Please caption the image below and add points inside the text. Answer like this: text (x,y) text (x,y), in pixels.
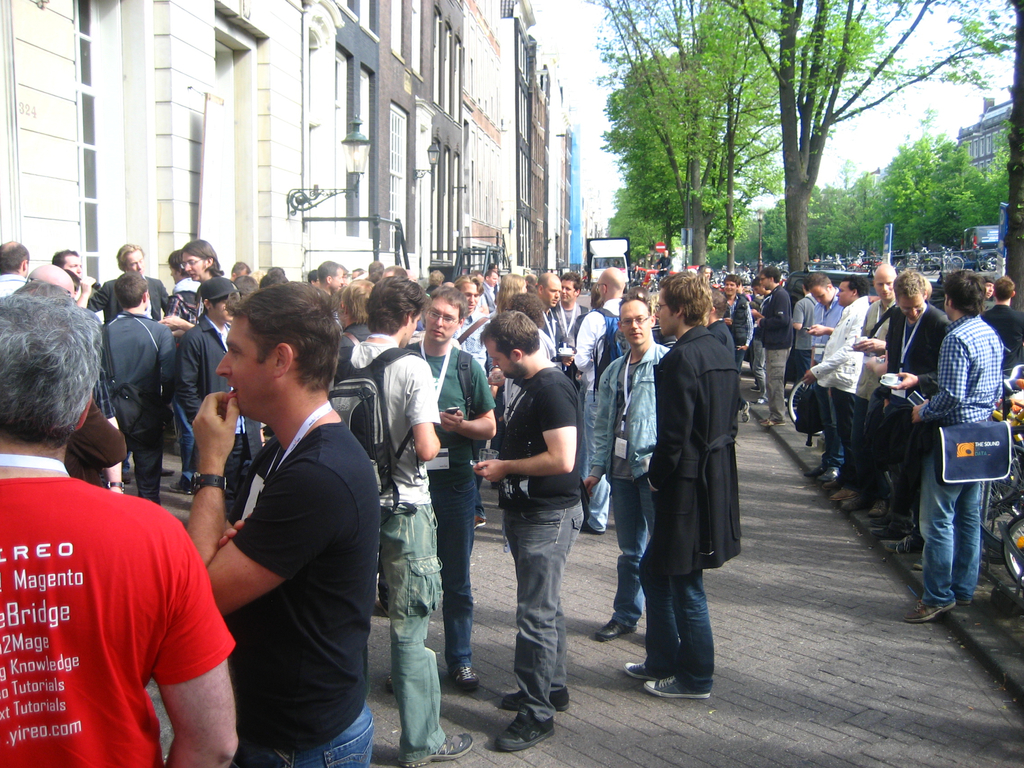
Here in this picture we can see number of people (531,413) standing on the ground (757,484) and we can see some people (714,486) are wearing ID cards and carrying bags (369,399) with them and beside them we can see a building (134,1) present and we can also see lamp posts (356,143) present on the building (374,172) and we can see plants (687,150) and trees (753,186) present and on the extreme right side (988,133) we can see another building (989,148) present and in the middle (603,259) we can see a truck (617,241) present on the road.
